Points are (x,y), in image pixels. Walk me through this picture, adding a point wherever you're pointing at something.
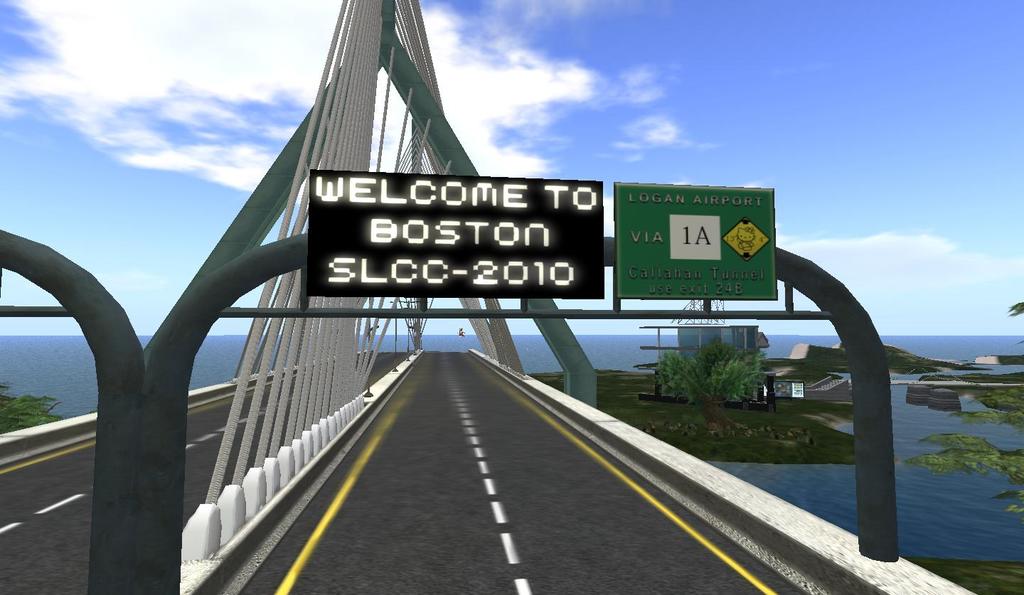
There is an animated image, in which, there are hoardings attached to the poles (886,361), which are on the bridge (650,543), which is built across the river (947,419). In the background (678,406), there is a building (734,345), near a tree (688,386) and grass (802,417) on the ground (810,430) and there are clouds (262,103) in the blue sky (945,88).
